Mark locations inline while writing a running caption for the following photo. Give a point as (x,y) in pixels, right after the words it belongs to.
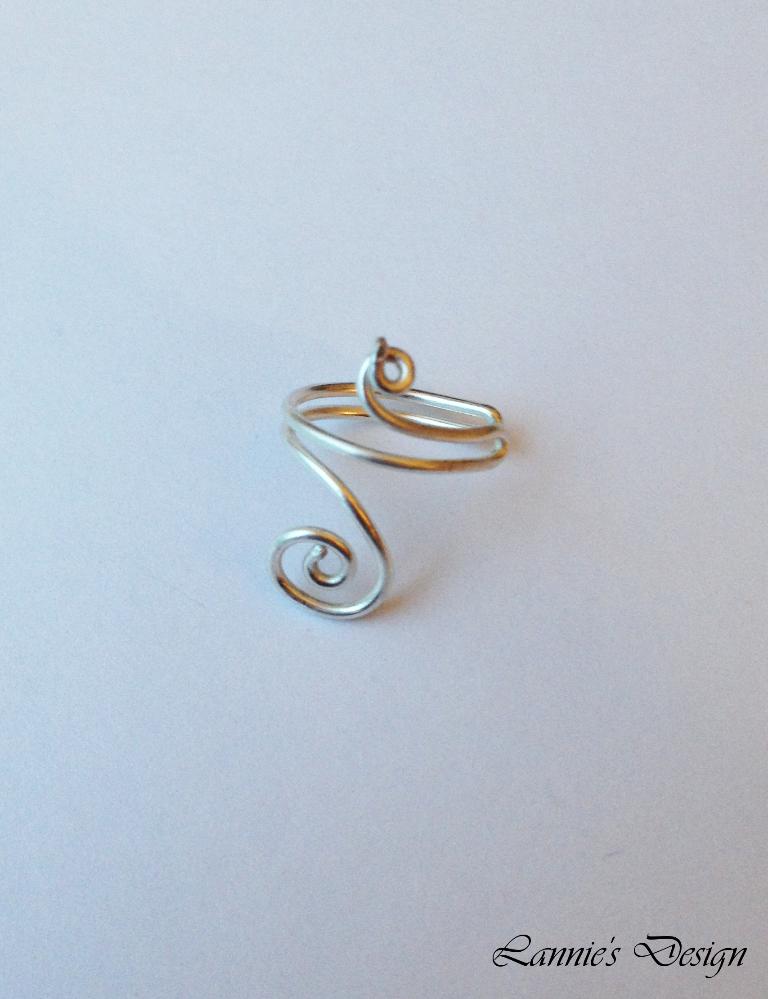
In the image there is a ring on a white surface (331,142) and there is some text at the bottom right corner of the image (535,957).
